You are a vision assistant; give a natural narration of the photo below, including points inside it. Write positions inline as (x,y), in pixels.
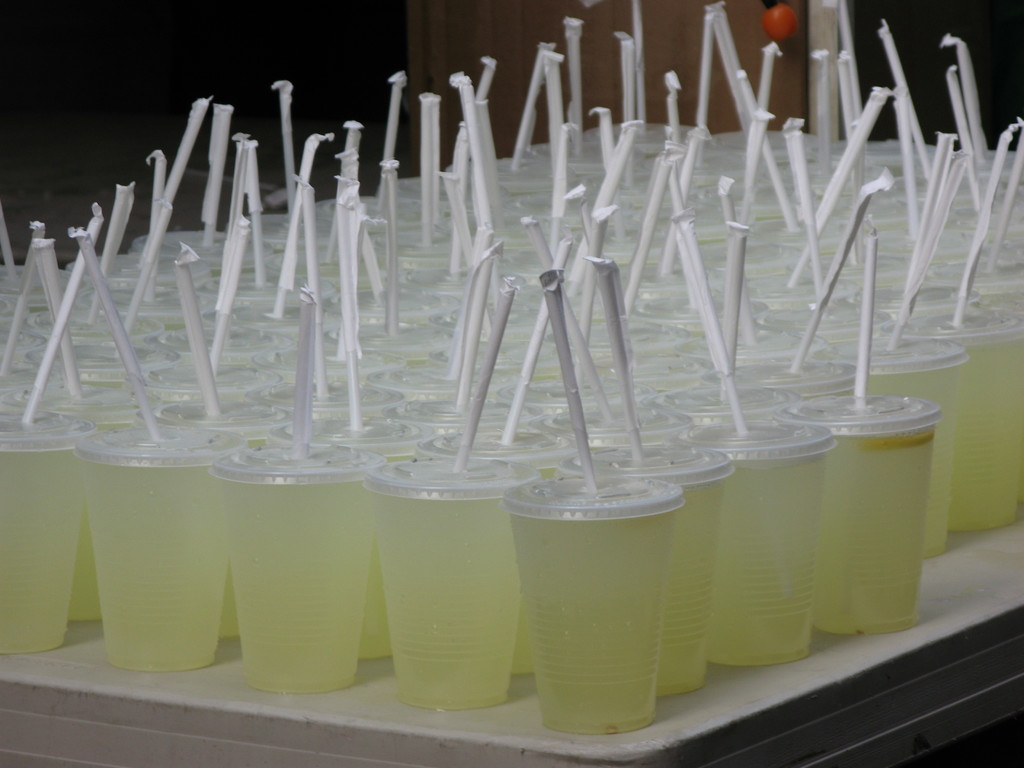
In this image we can see many drink glasses (558,451) with straw (541,325) on an object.
